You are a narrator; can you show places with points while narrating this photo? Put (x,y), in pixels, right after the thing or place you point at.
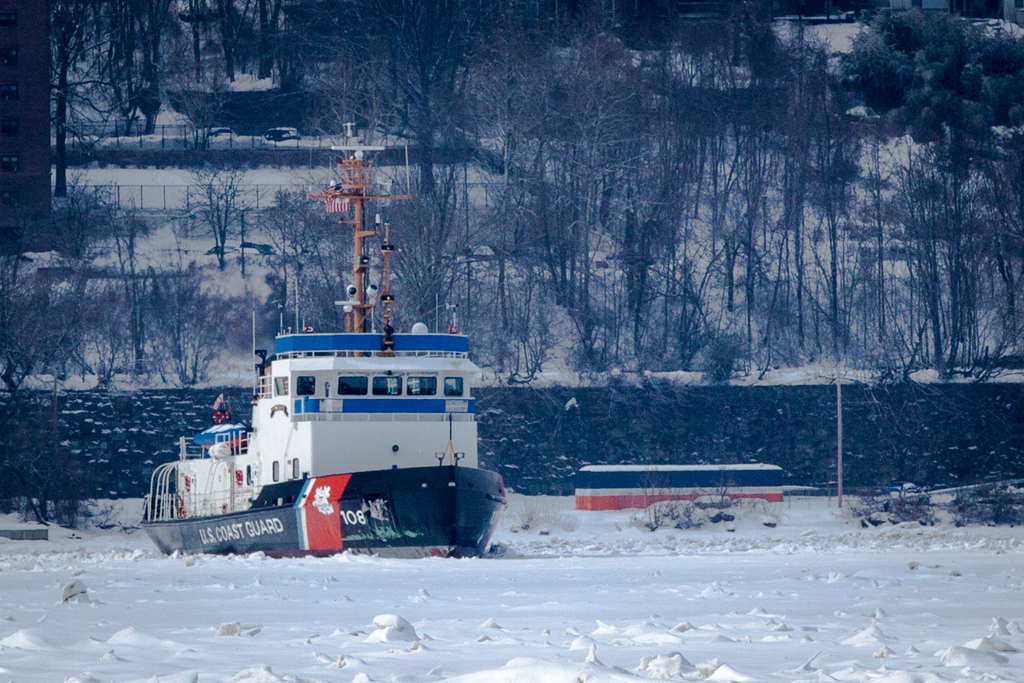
In the image we can see the boat (331,441), here we can see wall (822,397), pole (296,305), trees (118,222) and the fence (118,190). Everywhere there is snow (428,609), white in color.
